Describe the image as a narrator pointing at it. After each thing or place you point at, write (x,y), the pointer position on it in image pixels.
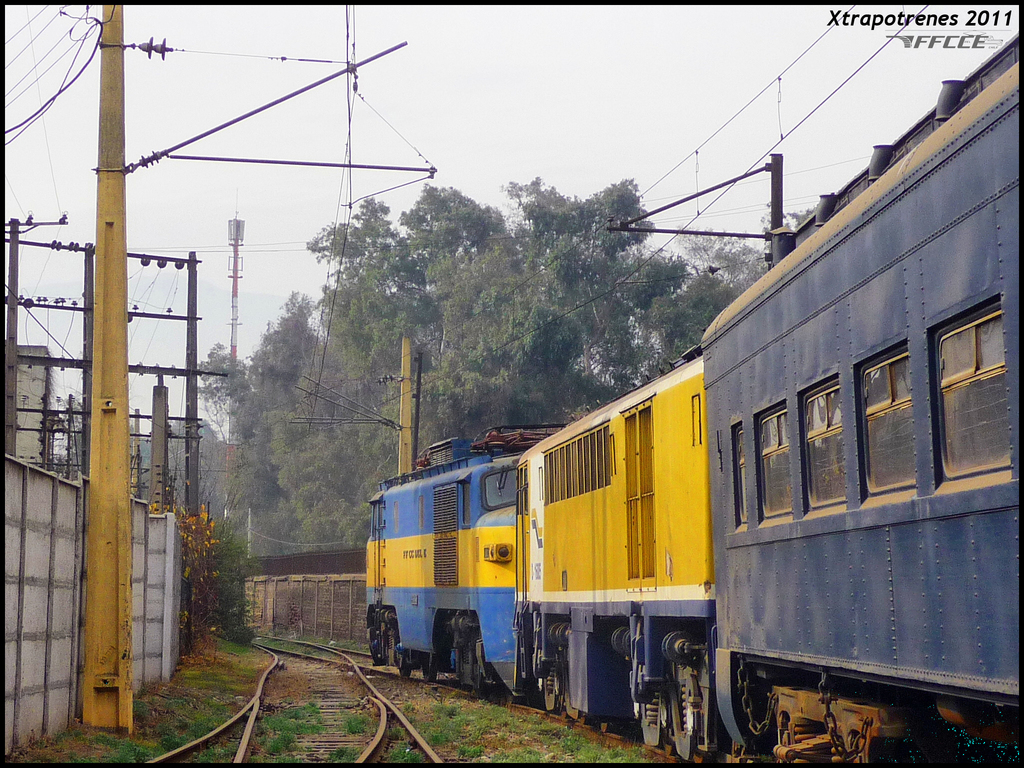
In this image, we can see a train (662,611) is on the track (606,737). At the bottom (572,719), we can see grass (445,736) and track (428,752). On the left side of the image (109,662), there is a wall (41,619) and pillar (117,579). Background (242,607) we can see trees (355,453), poles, some objects (33,406), wires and sky (538,49). Right side (930,14) top corner, there is a watermark (933,27) in the image.
